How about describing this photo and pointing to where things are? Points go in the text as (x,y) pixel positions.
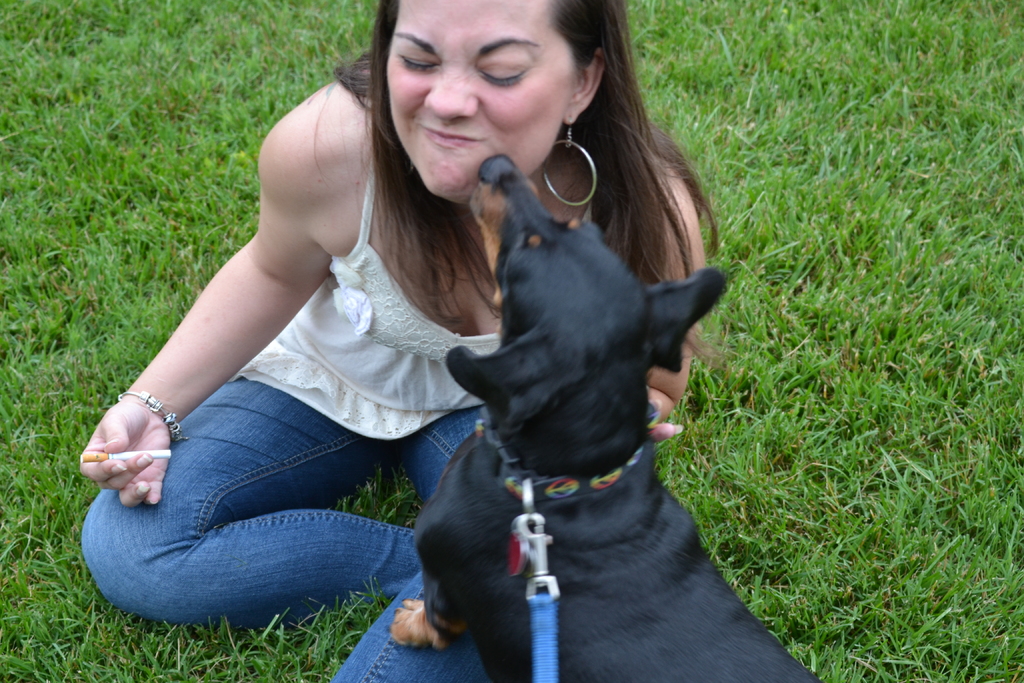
In the image there is a woman (301,448) and dog (600,512) sat on grass field (800,307).
